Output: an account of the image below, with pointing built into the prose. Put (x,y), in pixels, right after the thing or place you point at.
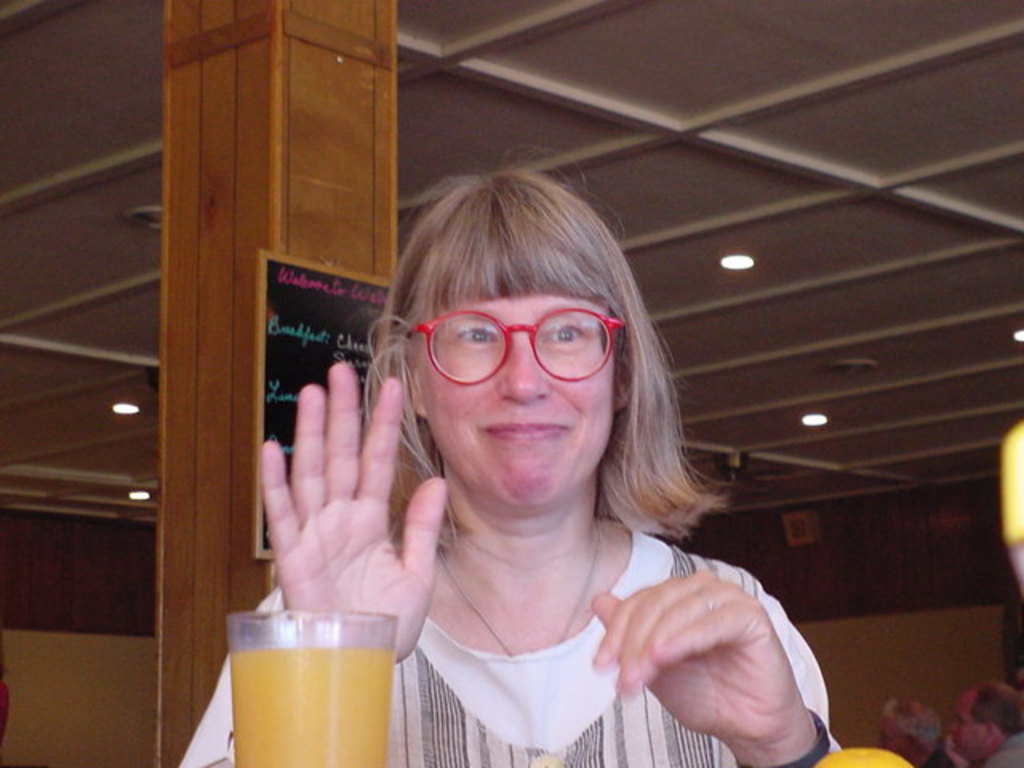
In this picture there is a woman (548,599) who is wearing t-shirt (557,691) and spectacle (487,318). She is sitting near to the table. On the table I can see the juice glass (343,700) and orange (890,754). In the back (298,296) there is a poster (346,353) which is placed on the wooden pillar (246,285). At the top (753,132) I can see some lights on the roof (737,229) of the building (771,263). In the bottom right corner (974,746) I can see two men (1002,706) was sitting.
